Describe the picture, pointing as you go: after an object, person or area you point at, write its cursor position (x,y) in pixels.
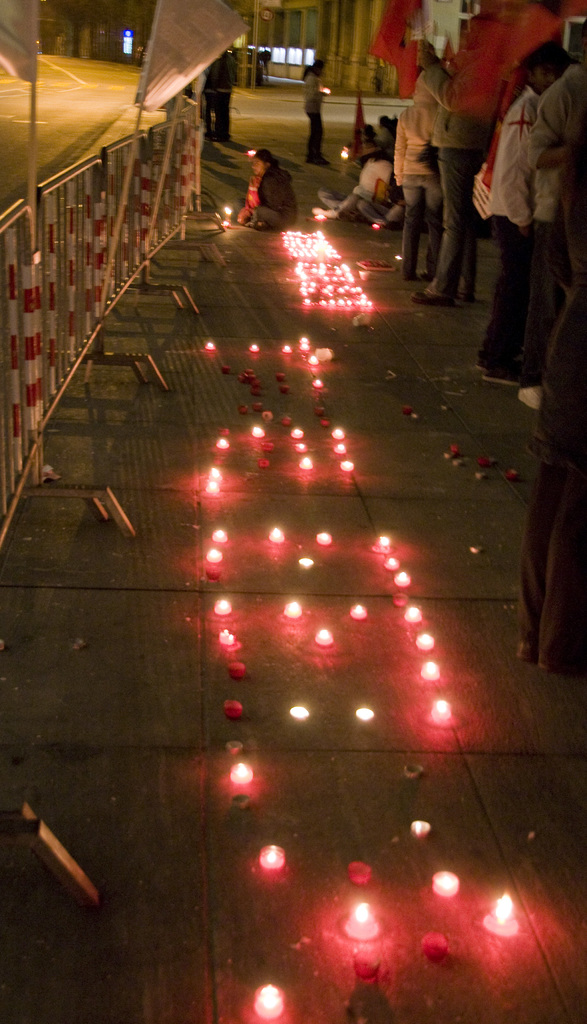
In this image, we can see some lights (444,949) on the ground (300,515), we can see the fence (104,309) on the left side (112,221), on the right side (404,157), we can see some people (581,411) standing.
